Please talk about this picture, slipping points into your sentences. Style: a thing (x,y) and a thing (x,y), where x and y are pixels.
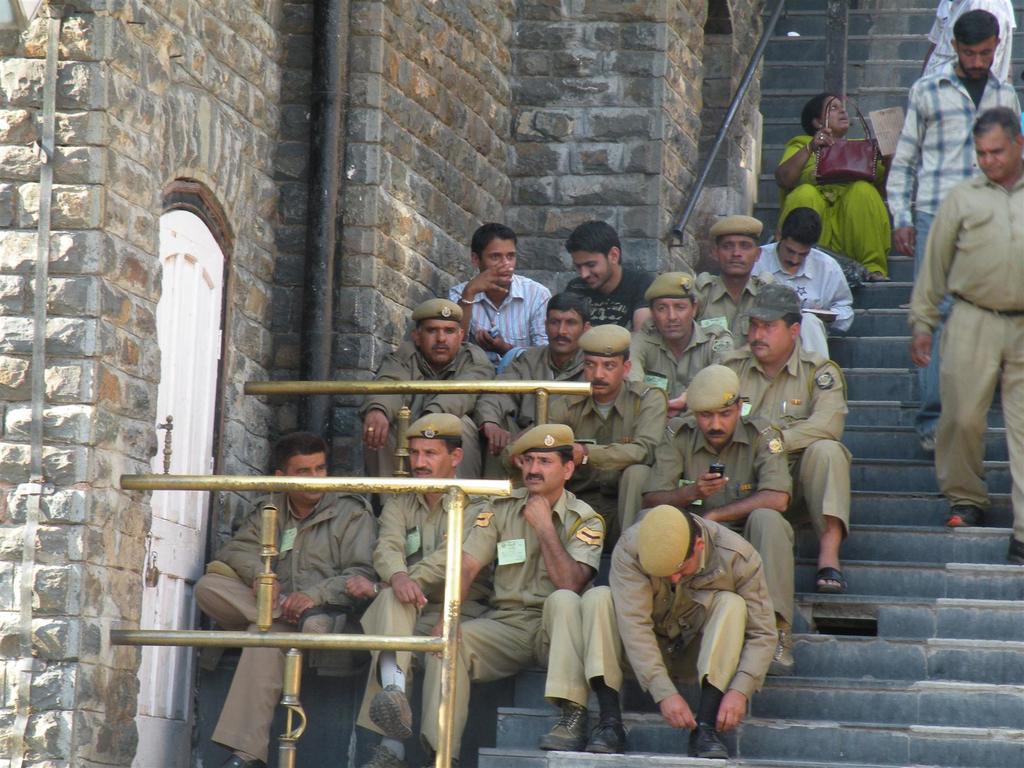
In this image we can see a group of people (363,519) sitting on the stairs (914,581). We can also see some people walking downstairs. On the left side (252,454) we can see a door (214,319), pole (329,159) and a wall (248,173) with stones (358,201).
